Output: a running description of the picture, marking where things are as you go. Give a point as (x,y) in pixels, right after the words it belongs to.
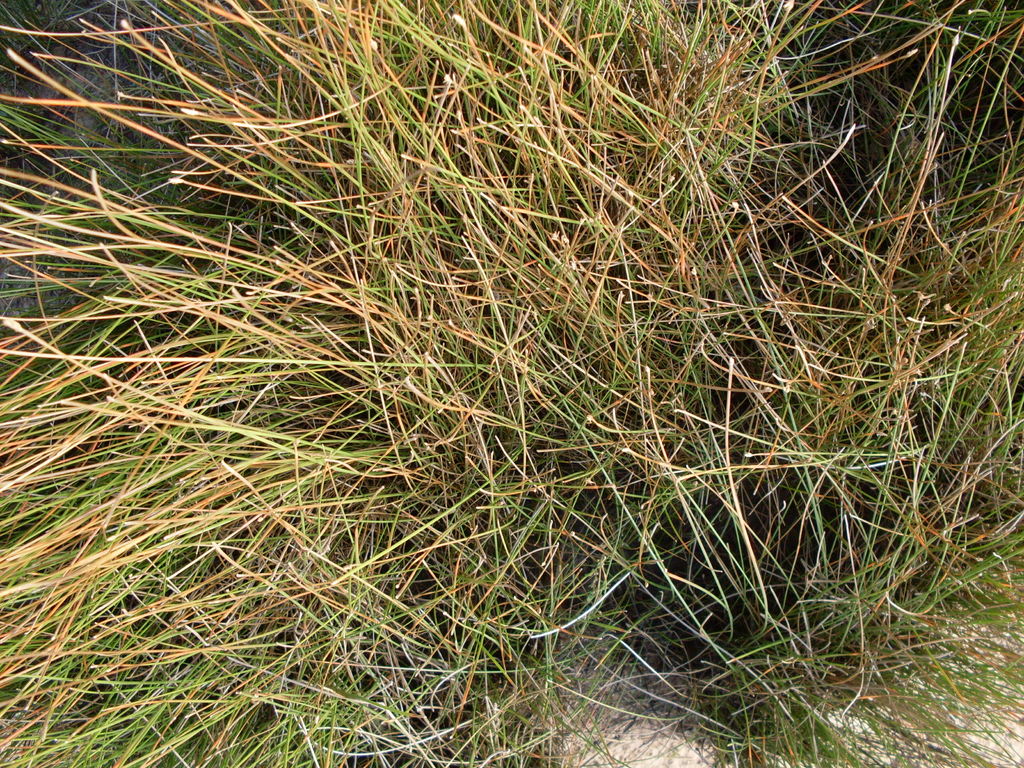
The picture consists of grass (468,526).
